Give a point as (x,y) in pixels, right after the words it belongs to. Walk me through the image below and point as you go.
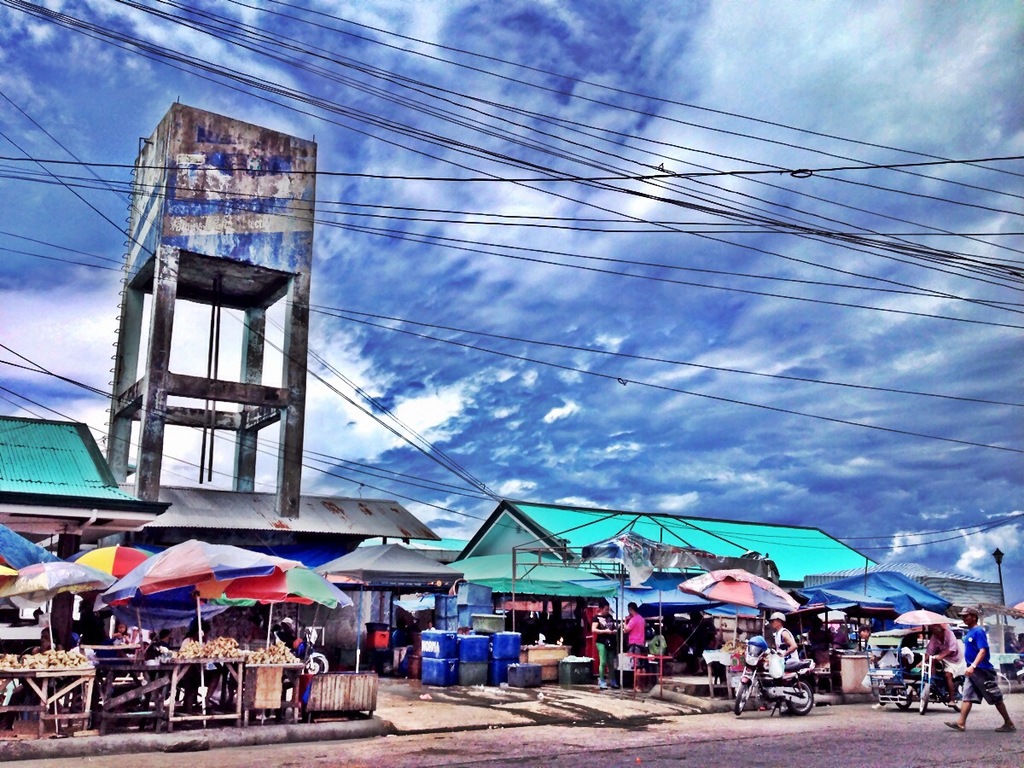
In this image we can see umbrellas (128,582) with poles (622,619). There are tables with some items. And there are few people (980,632) and vehicles (793,682). And we can see sheds (360,520). Also there is a water tank (267,405) with pillars (284,432). And there are wires (759,277). In the background (547,176) there is sky (334,154) with clouds (802,346).
